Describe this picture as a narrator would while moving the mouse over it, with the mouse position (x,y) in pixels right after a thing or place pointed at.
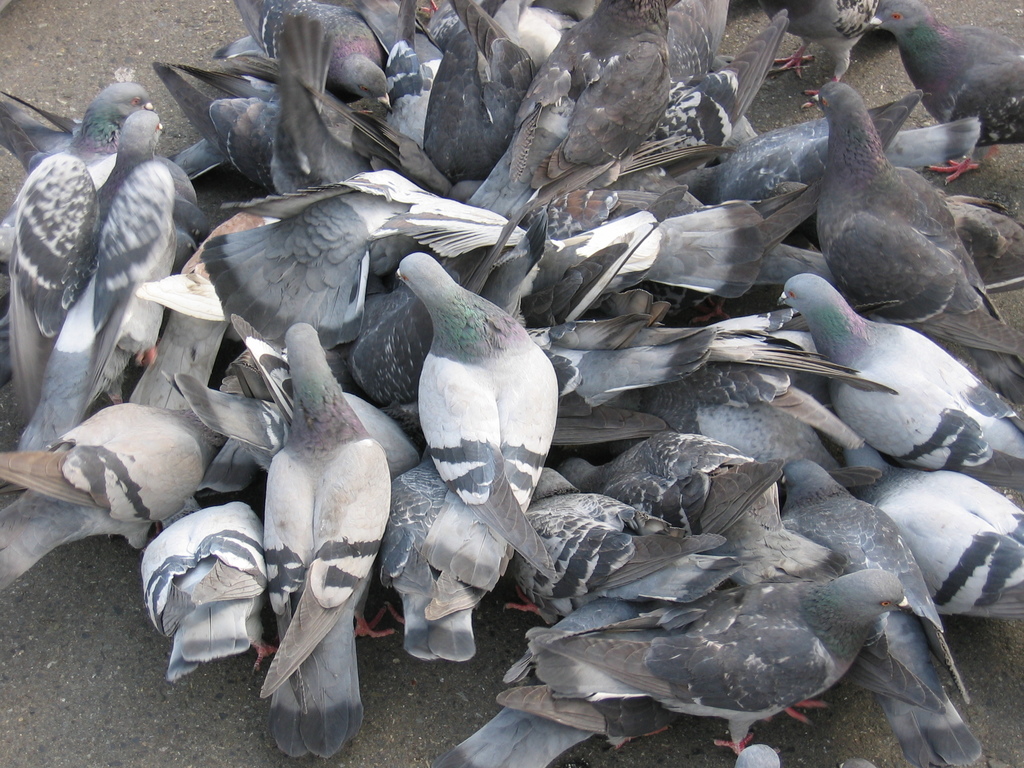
In the center of the image (505,312) a group of pigeons (562,314) are there. In the background of the image (105,28) ground (130,650) is there.
